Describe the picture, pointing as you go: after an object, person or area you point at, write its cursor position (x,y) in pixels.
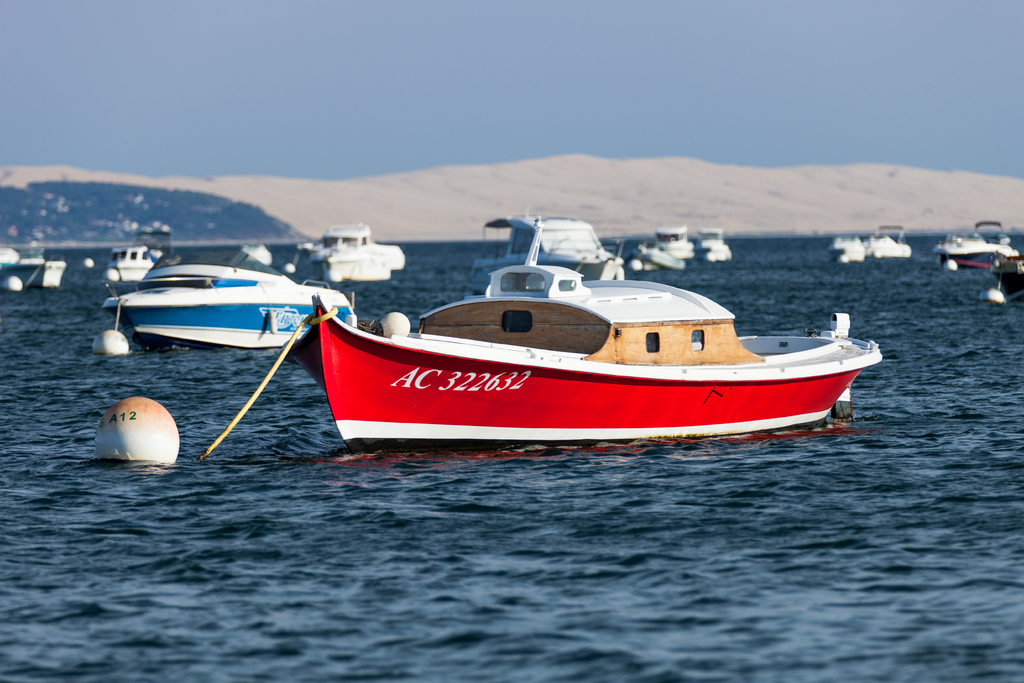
This image consists of many boats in the water (424,551). At the bottom (376,597), there is water (481,664). In the background (325,185), we can see a mountain (499,169). At the top (519,26), there is the sky (557,42). And we can see the floating ball (167,440) beside the boats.
